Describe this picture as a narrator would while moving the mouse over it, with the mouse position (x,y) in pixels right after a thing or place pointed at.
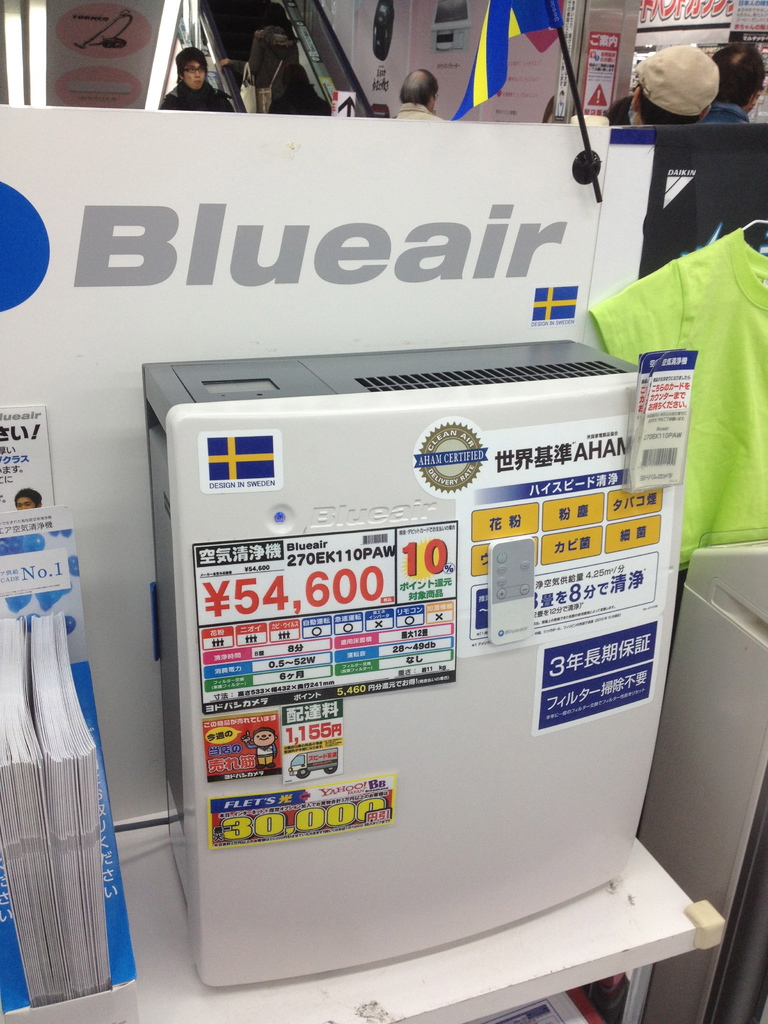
In this image there are people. There are tables (481,949). We can see boxes (104,835) and papers (44,437). There is wall (125,129) with boards (82,27) in the background (459,167).
